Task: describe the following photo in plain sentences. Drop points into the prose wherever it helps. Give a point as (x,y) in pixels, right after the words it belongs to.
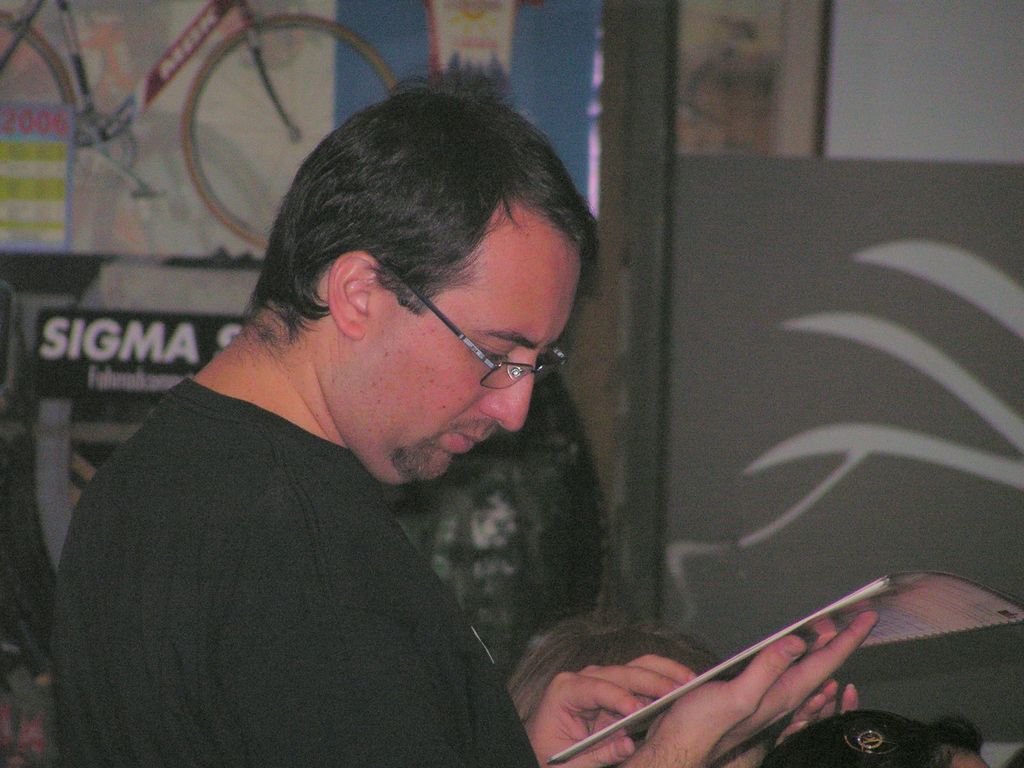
This is the man (464,674) standing and holding a book (841,609) in his hands (666,717). He wore a black T-shirt (302,571) and spectacle (500,371). In the background (464,48), I can see the posters (488,30) attached to the wall (782,209).
